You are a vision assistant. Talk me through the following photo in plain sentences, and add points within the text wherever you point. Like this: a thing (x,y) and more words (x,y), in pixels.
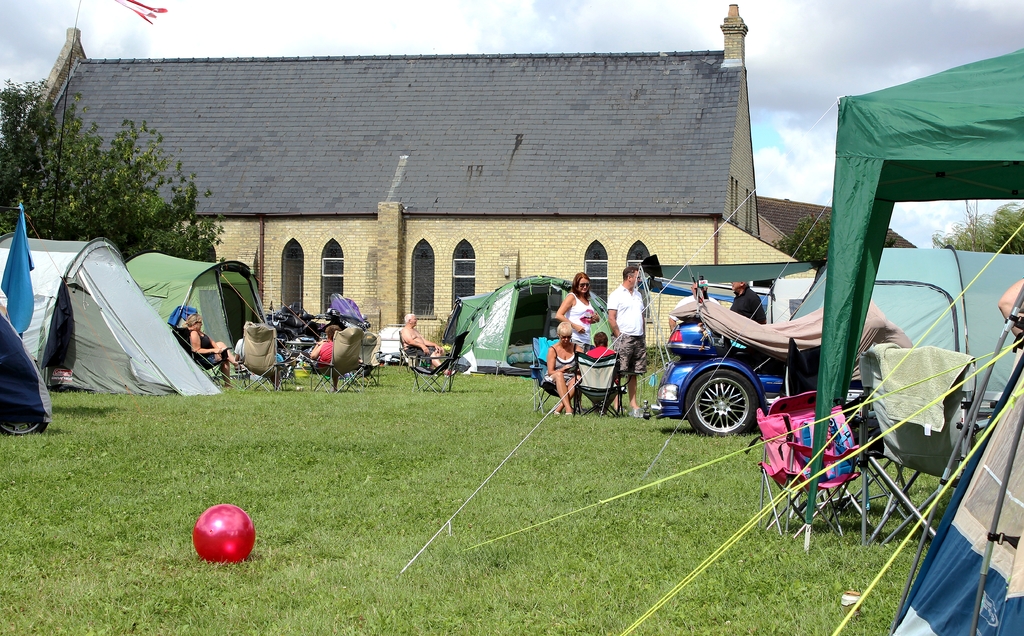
In this picture I can see few tents (145,352), few vehicles (685,325) and few people (566,357) sitting on chairs (206,353) and rest of them standing. I can also see a red color ball (234,515) on the grass (423,412). In the background (268,236) I can see 2 buildings (686,177), few trees (37,151) and the cloudy sky (796,19).
